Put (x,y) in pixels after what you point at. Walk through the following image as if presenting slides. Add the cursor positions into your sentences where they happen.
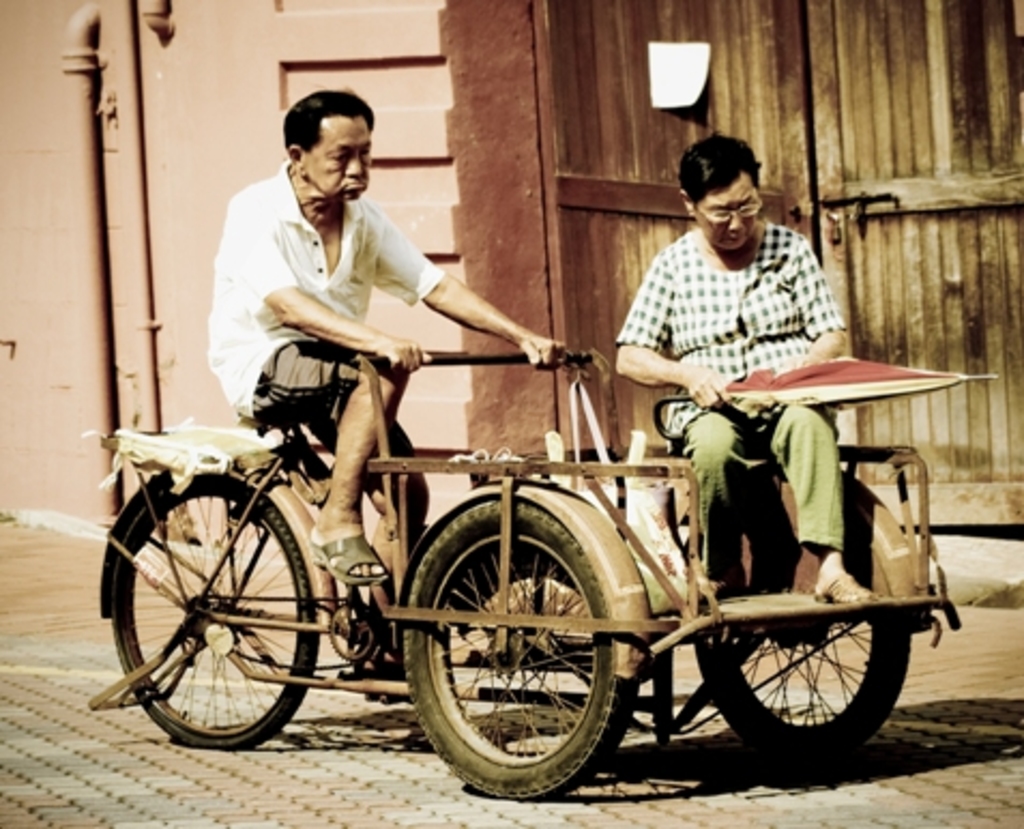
In this image in the center (653,372) there are two people (310,268) who are sitting on vehicle (572,538) and riding, and one person (695,429) is holding an umbrella (873,394). In the background (884,174) there are buildings (34,372), pipes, wooden door (645,37) and on the door (739,100) there is some paper (658,44). At the bottom (100,764) there is a walkway (658,783).
